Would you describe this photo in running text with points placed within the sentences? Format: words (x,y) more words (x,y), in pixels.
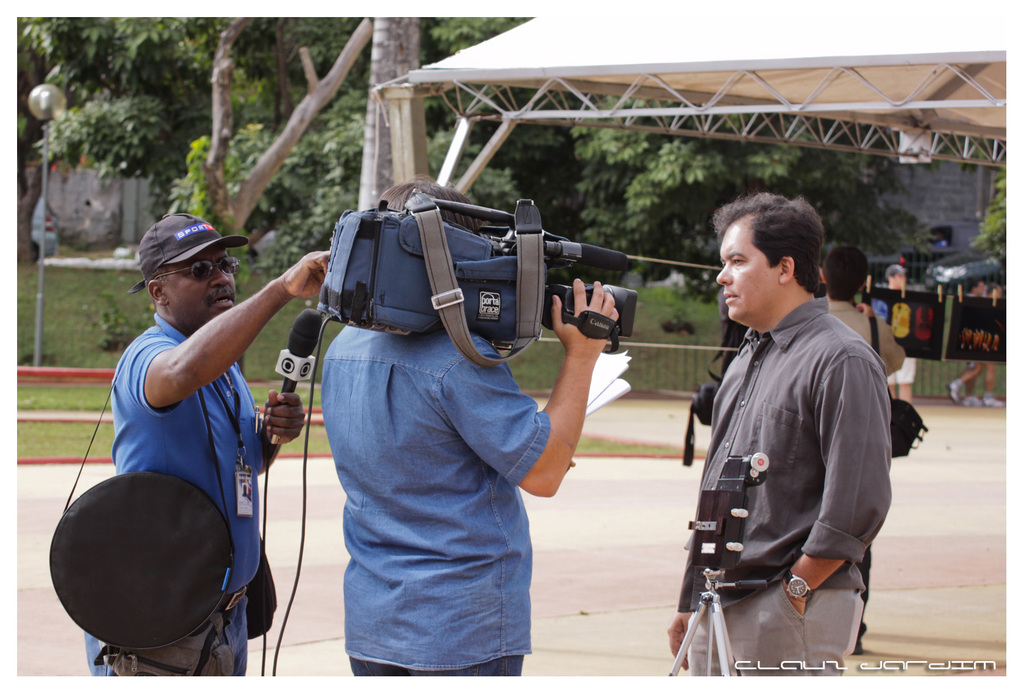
In this image I can see few people (728,381) where one is holding a mic (314,313) and another one is holding a camera (467,235). In the background (613,189) I can see number of trees (334,183) and few more people (982,284).
